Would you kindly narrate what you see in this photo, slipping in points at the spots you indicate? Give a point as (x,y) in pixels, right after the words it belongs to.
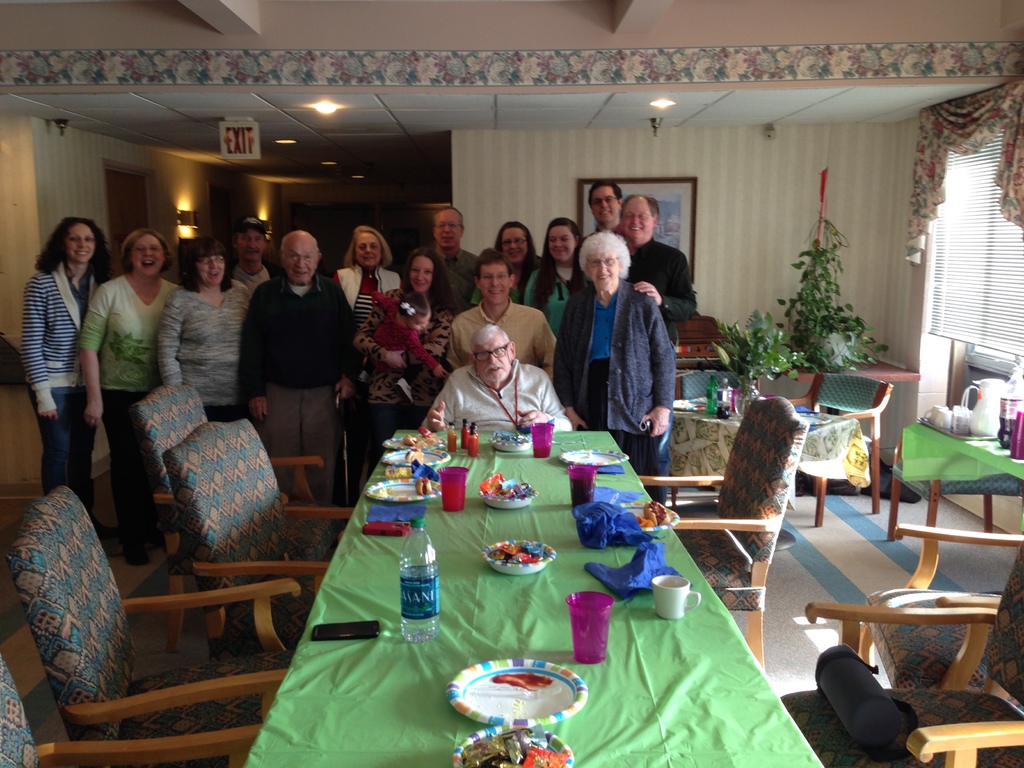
In the picture there are few old man (530,389) at the back side (536,400) in front (572,707) there is dining table (581,676) with plates (535,713) and food (526,744), it seems to be in a dining room (745,171).
